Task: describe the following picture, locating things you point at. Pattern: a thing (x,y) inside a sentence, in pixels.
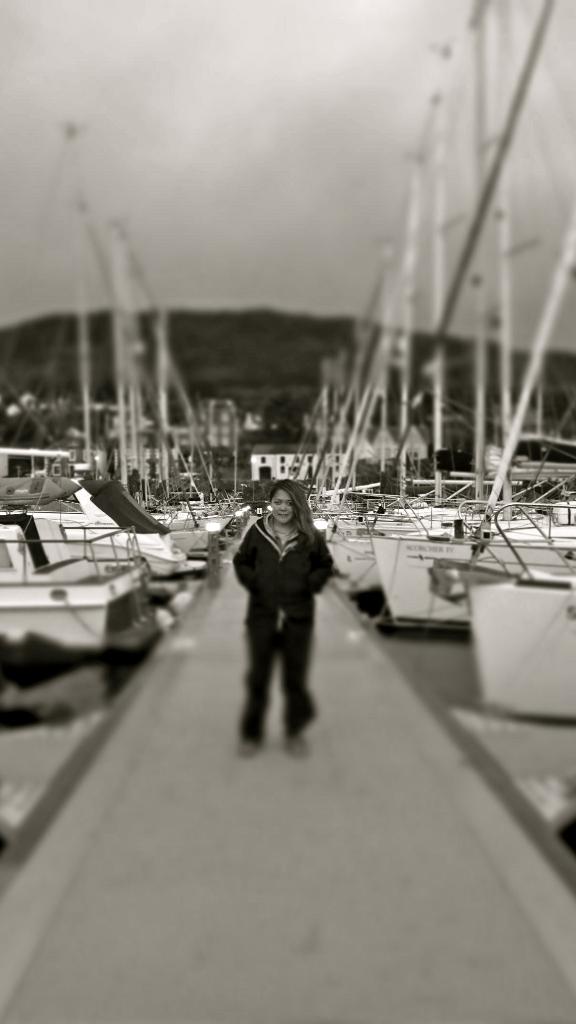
This is a black and white image. Here I can see a woman (273,601) standing and giving pose for the picture. In the background (7,605) there are many boats (26,570). At the top (254,84) I can see the sky (235,138).
